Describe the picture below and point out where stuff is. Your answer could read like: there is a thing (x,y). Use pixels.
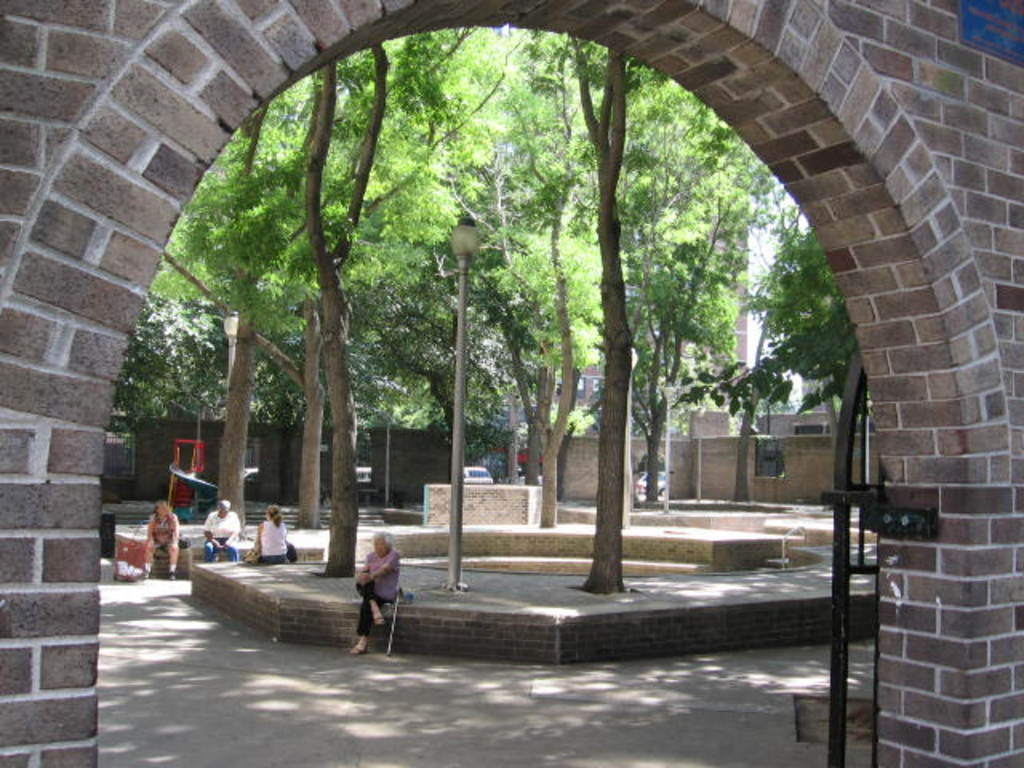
In this image we can see an arch (881,105). Image also consists of four people (390,541) sitting. We can also see many trees (603,190), buildings (741,291) and also light poles (460,240). Path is also visible.
